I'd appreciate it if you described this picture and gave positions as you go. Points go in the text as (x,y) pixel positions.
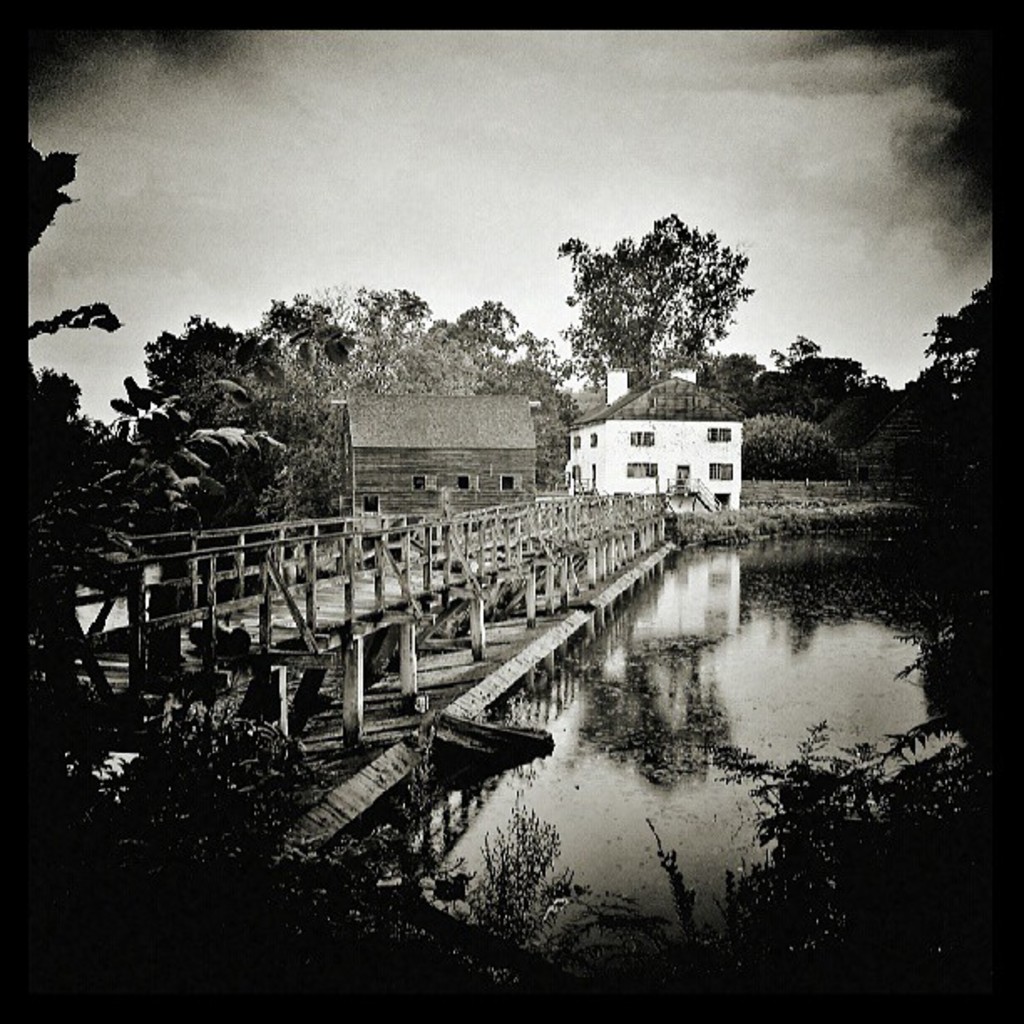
In the center of the image (661,399) there is a house (627,465). There is a wooden bridge (245,544). There are trees (605,360). There is water (651,663).
